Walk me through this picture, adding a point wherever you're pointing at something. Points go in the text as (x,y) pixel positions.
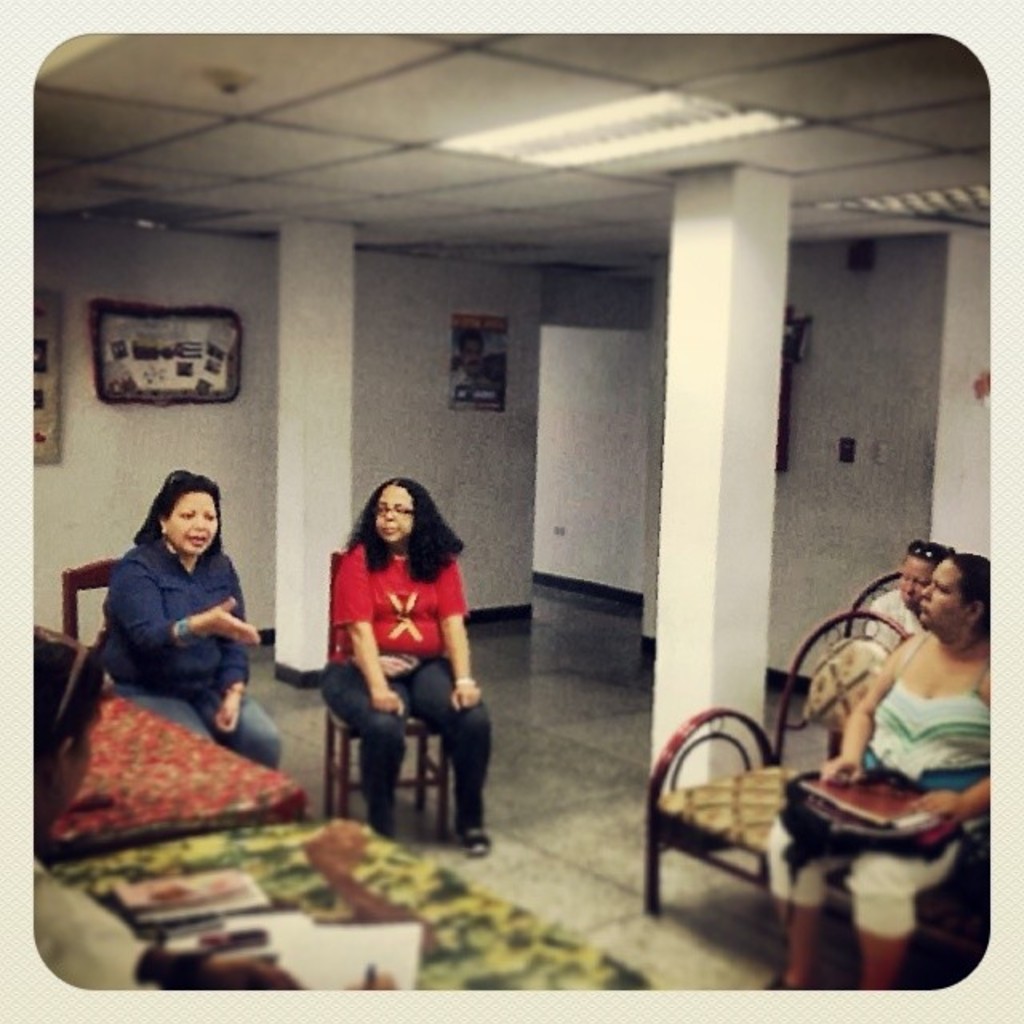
The picture is clicked in a room (539,161). There are some persons (950,760) in the room (974,452). One person (60,667) sitting besides a table (474,972) and writing something on a paper (321,990), she is wearing goggles (74,679). To the right corner (889,596) there are two more persons (973,612) sitting in a sofas (883,643). In the center (394,480) there are two persons (129,655) sitting in a chairs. In the background (175,376) there is a wall (438,301) and frames (102,374) hanging to it. There are two pillars (322,285) in the middle (681,493). In the center (636,388) there is a entrance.
